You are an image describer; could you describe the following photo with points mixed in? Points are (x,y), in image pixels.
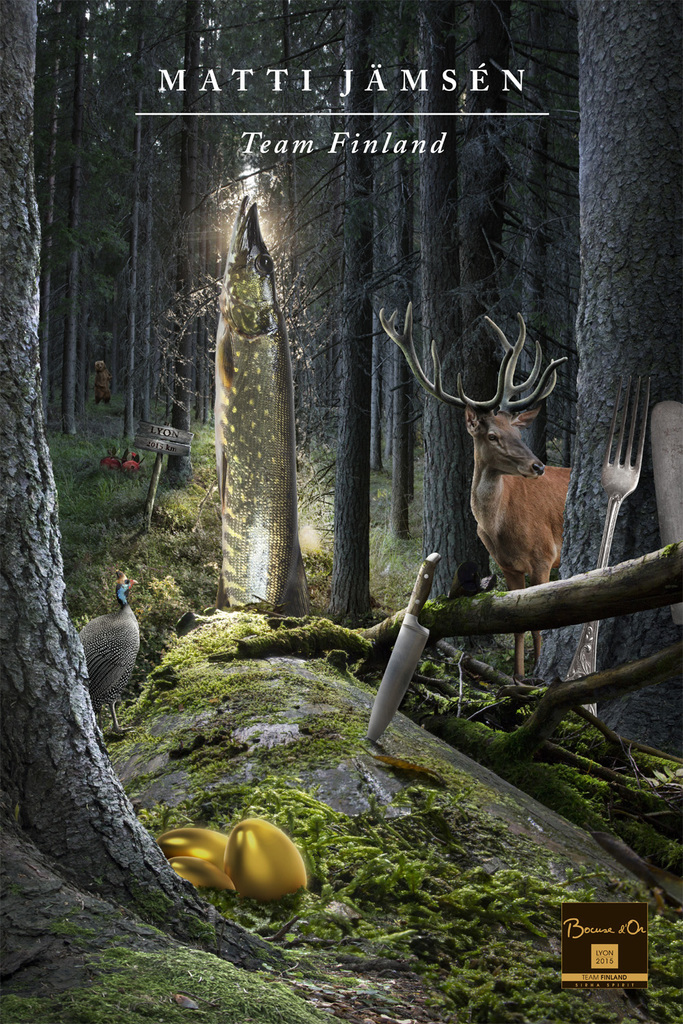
It is an edited image there are many trees (392,191) in a forest (405,374) and behind the trees (551,659) there are some animals (239,372), there is a knife (412,624) and a fork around a wooden branch (510,593) and there is some text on the top of the image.
